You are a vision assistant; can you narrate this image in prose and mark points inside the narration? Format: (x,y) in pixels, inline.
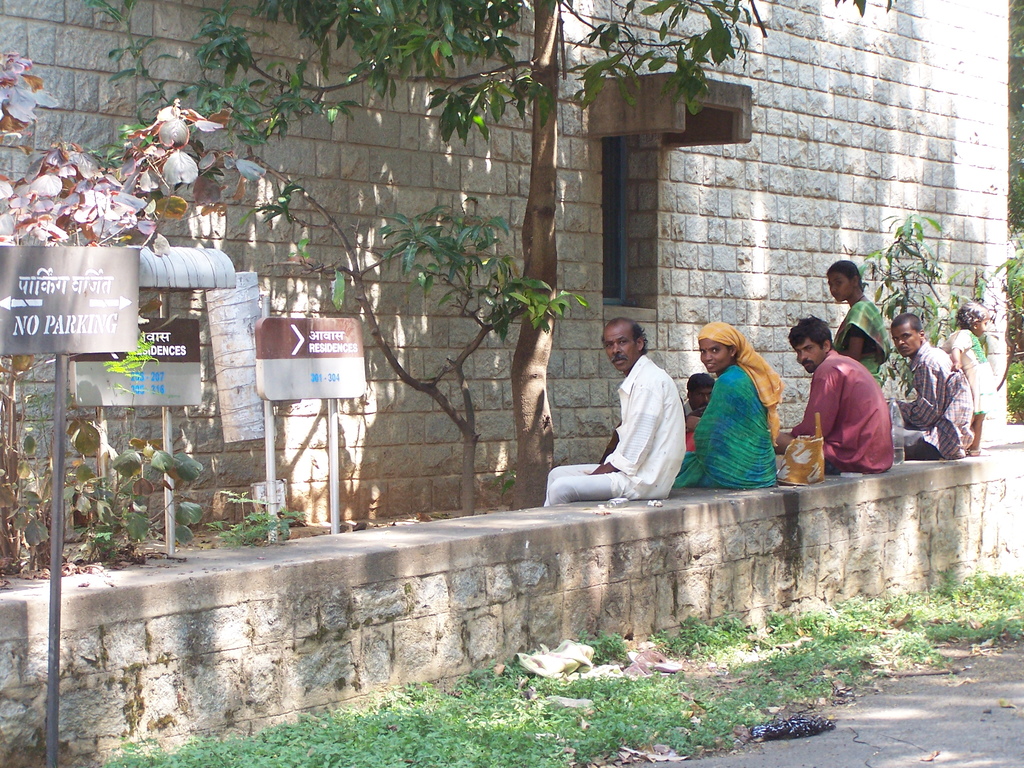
In this picture I can see the grass (429,695) and I see few boards (199,350) on which there is something written. In the middle of this picture (623,458) I can see the stone thing (681,546) and I see few people (712,377) sitting on it. In the background (469,266) I can see a building (637,192) and few trees (937,264).
